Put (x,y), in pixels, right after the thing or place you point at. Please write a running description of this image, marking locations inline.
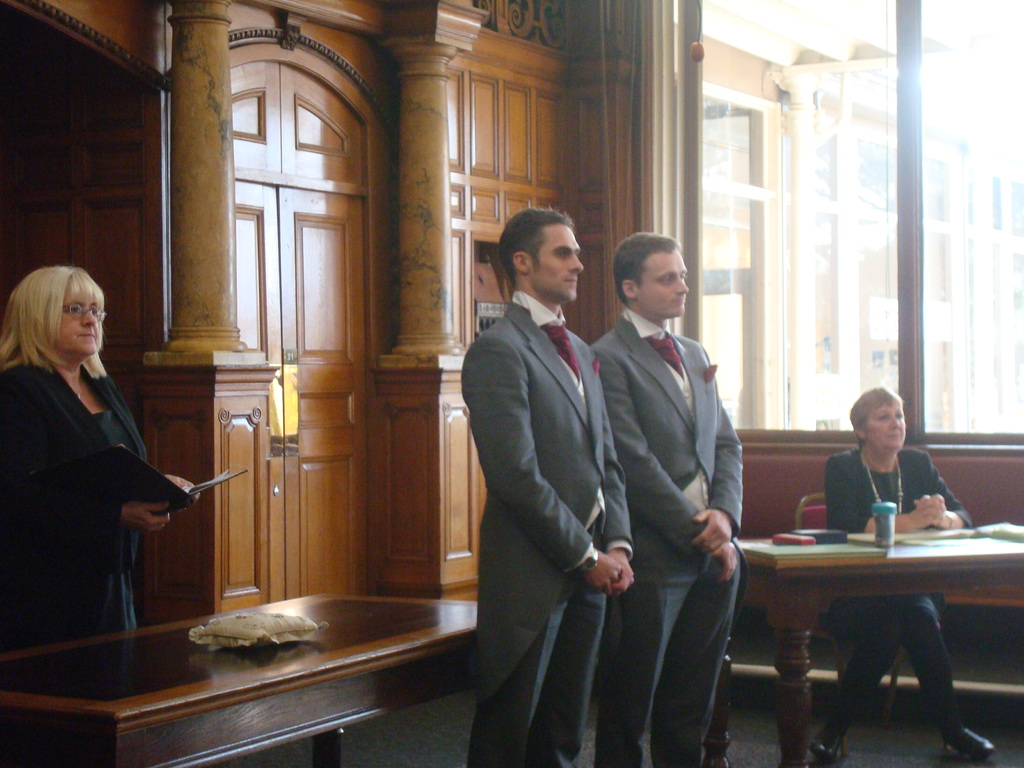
In this picture these three persons (524,419) standing. There is a person (839,498) sitting on the chair (823,510). There are two tables (334,659). On the table (887,576) we can see cup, book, box (831,541). These person (92,326) holding a book (148,479). In this background (443,110) we can see wall (517,161), pillar (435,208) and glass window (818,182). From this glass window (974,198) we can see building (991,203).
